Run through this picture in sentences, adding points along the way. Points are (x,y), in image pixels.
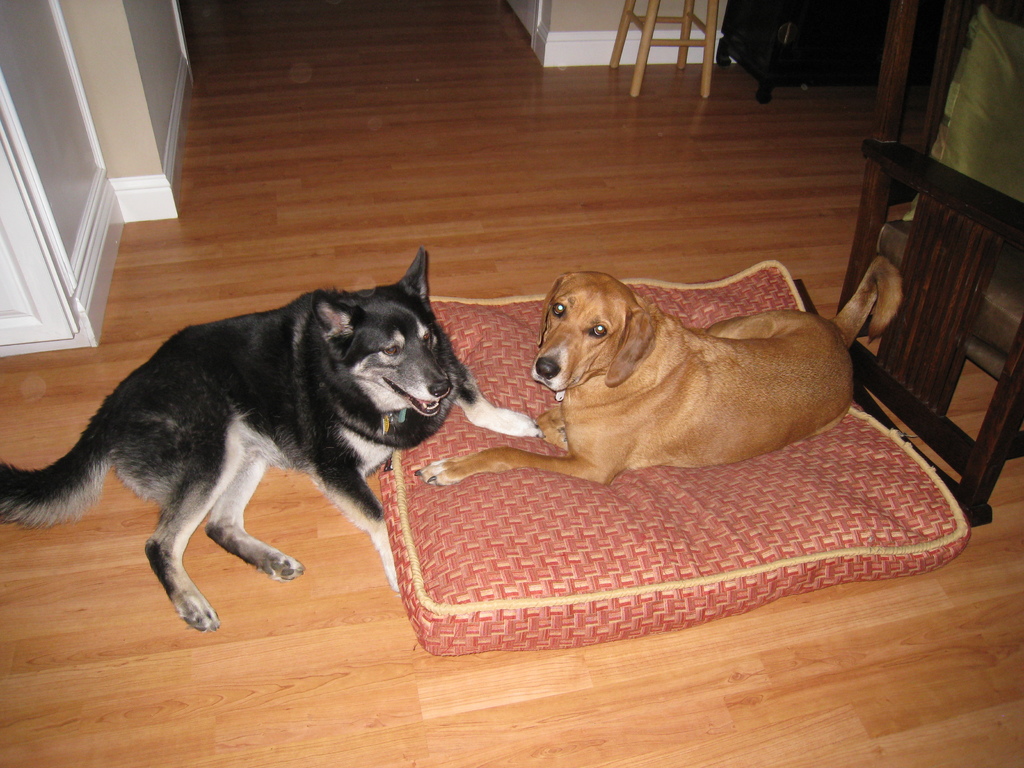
The dog (688,354) in the right (701,369) is sitting on a small bed (559,451) and there is another dog (387,386) sitting in front of it.
